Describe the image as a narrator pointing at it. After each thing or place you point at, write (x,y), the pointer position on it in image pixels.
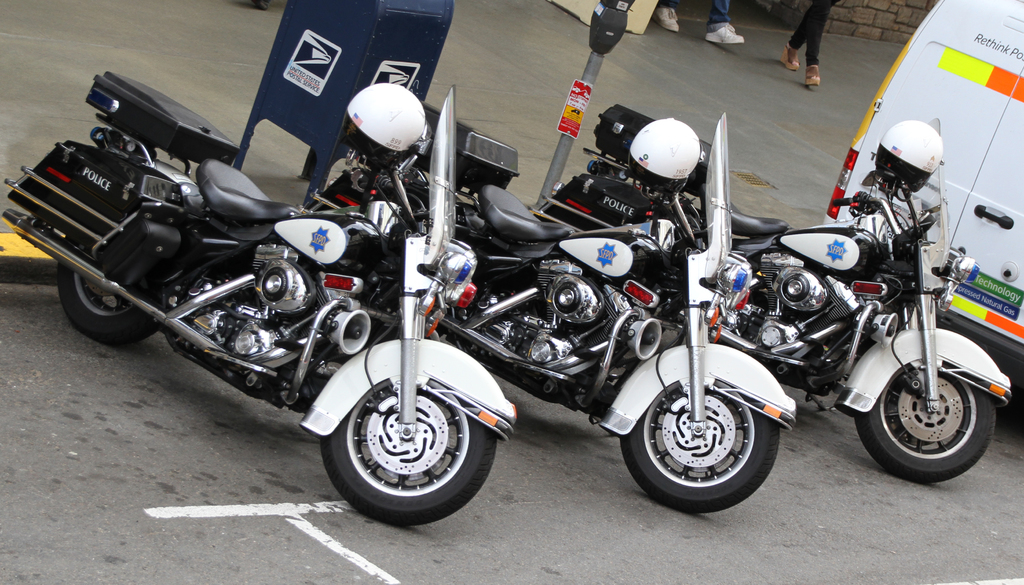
In this image I see 3 bikes (555,279) which are of white and black in color and I see white color helmets (376,105) on it and I see a word (320,237) written on 3 bikes (189,210) and I see a van (951,31) over here and I can also see there are words (996,280) written on it and I see the road (557,409). In the background (596,32) I see the pole (616,33), 2 persons legs (663,21) over here and I see the blue color thing (243,155) on this footpath (624,73).
